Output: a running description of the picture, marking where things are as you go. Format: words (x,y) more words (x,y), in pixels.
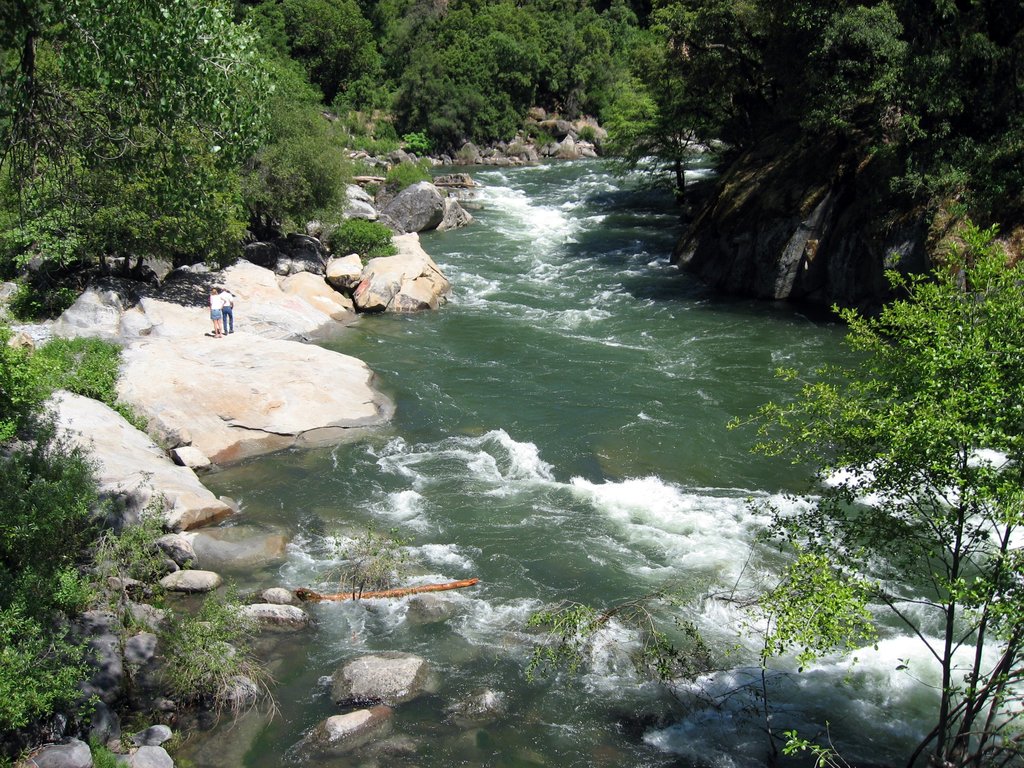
This picture is clicked at a river side (555,424). On the either sides of the river (589,281) there are rocks (906,214) and trees (812,74). There are two people (219,308) standing on a rock (203,318).
